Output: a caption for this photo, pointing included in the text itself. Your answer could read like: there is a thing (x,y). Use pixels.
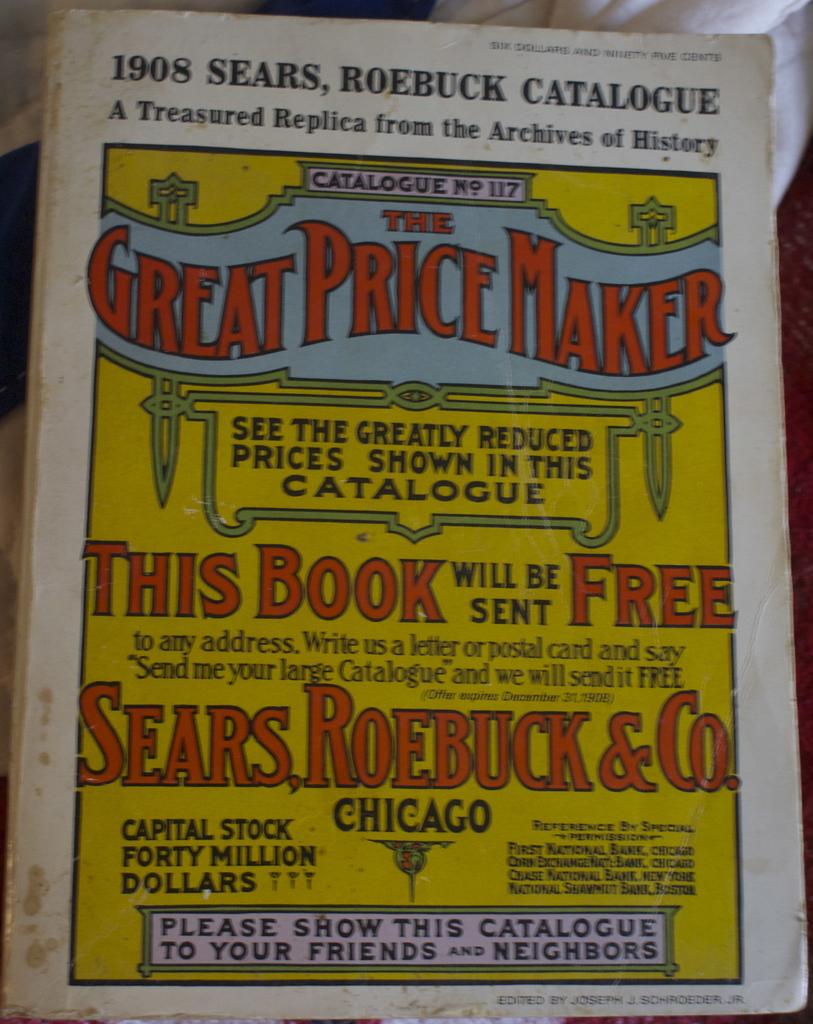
In this image we can see a book (294,360) with some printed text (239,316) on it which is placed on the surface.
